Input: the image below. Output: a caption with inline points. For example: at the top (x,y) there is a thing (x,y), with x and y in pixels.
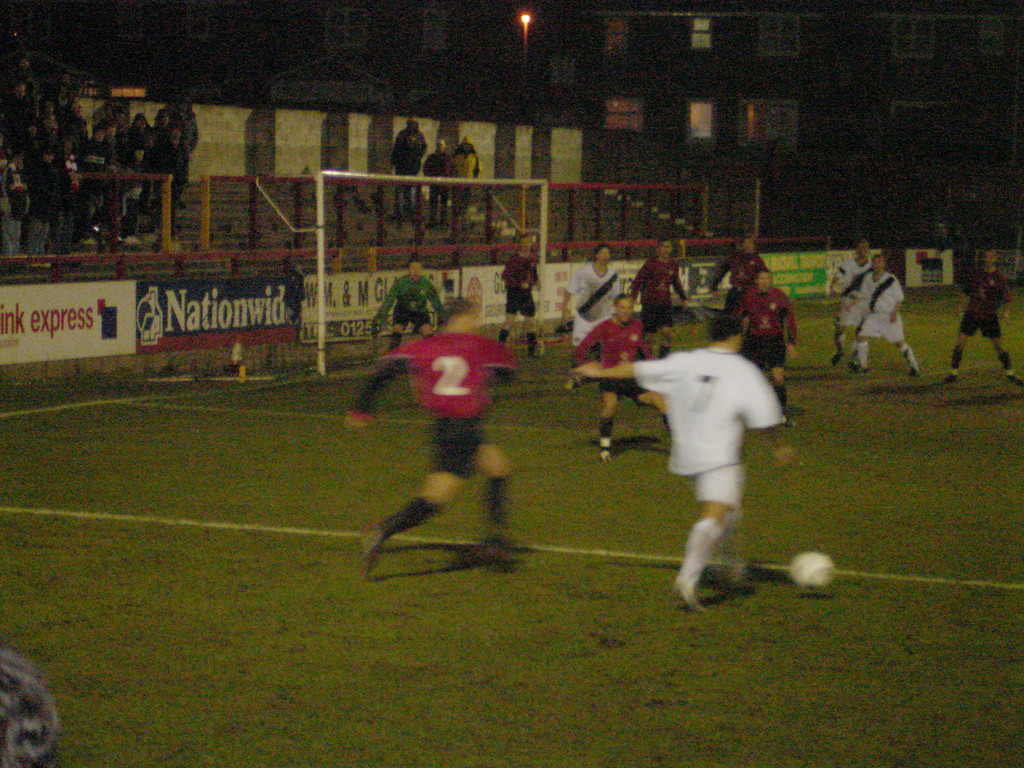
In this image players (783,313) are playing football on a ground (210,589), in the background (359,325) there are boards (627,279) and few people (105,184) are standing.
